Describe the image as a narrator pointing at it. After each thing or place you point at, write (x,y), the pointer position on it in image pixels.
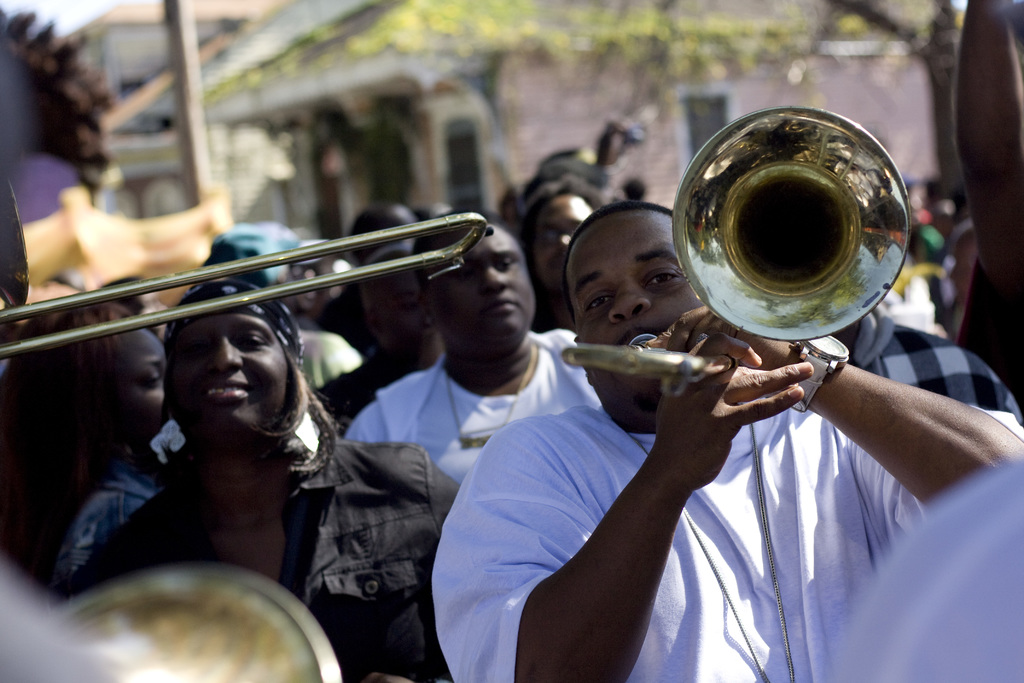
In this image in front (880,509) there is a person (662,489) holding a musical instrument (703,254) in his hands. Behind him there a few other people (506,297). In the background of the image (527,165) there are buildings (343,76), trees (733,33).
